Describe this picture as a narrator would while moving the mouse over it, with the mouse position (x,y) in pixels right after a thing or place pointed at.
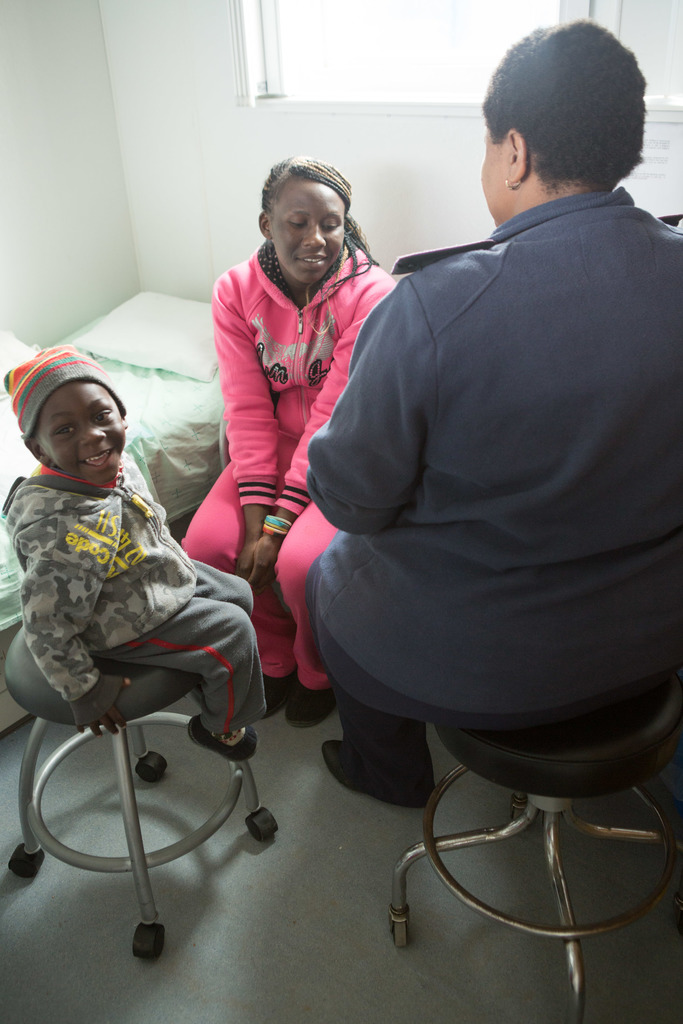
In this image I can see 3 people (363,583) among them, a woman (492,502) and a child (128,633) sitting on a stool (666,709) and a woman (335,391) is sitting on a chair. Beside this woman (272,370) we have a bed (148,395) and a white wall (100,193).
